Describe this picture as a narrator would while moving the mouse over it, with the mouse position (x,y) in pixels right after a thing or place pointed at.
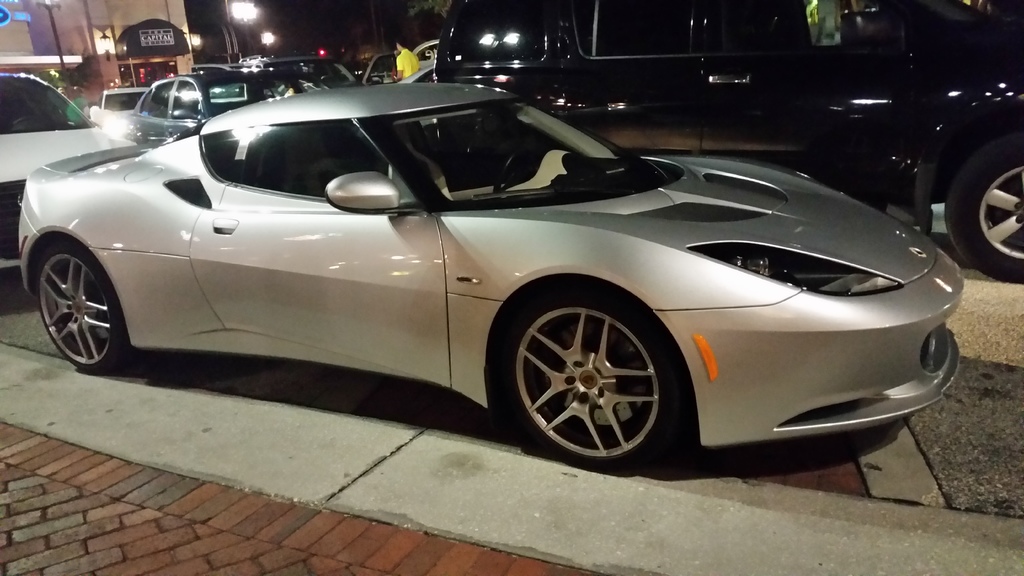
In this image there is the sky (321,18), there are lights (249,20), there is a building (111,30) truncated towards the left of the image (20,43), there are vehicles (568,142) on the road (988,366), there is a person (400,66) standing, there is a vehicle (980,89) truncated towards the right of the image (967,96), there is a vehicle (21,94) truncated towards the left of the image (49,159).
